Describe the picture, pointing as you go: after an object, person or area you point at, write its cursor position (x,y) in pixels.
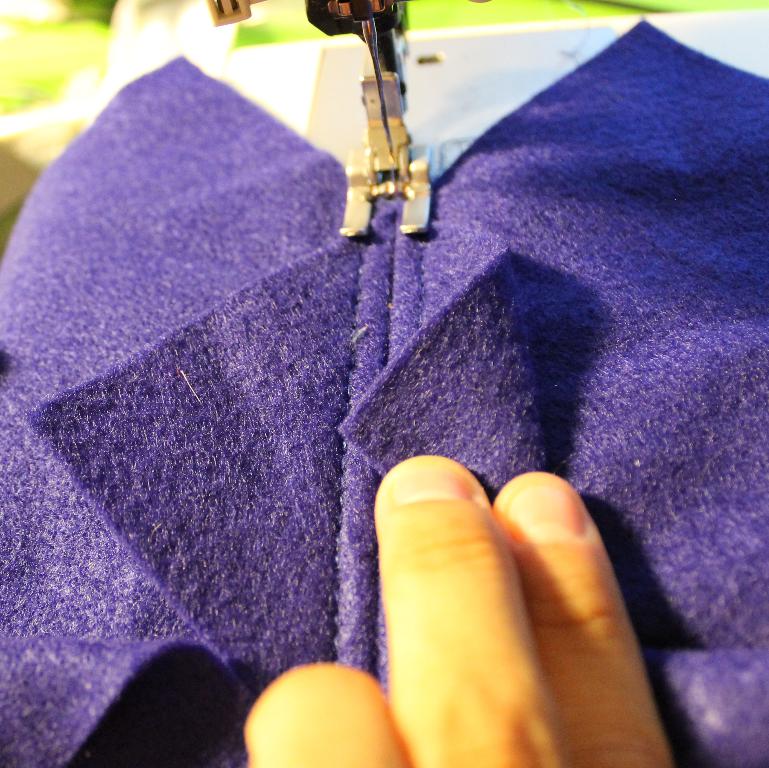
In this image we can see the fingers (460,663) of a person (491,655). We can see a person (498,726) stitching a cloth (467,309) on the machine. There is a blur background (75,57) at the top of the image (151,36).
